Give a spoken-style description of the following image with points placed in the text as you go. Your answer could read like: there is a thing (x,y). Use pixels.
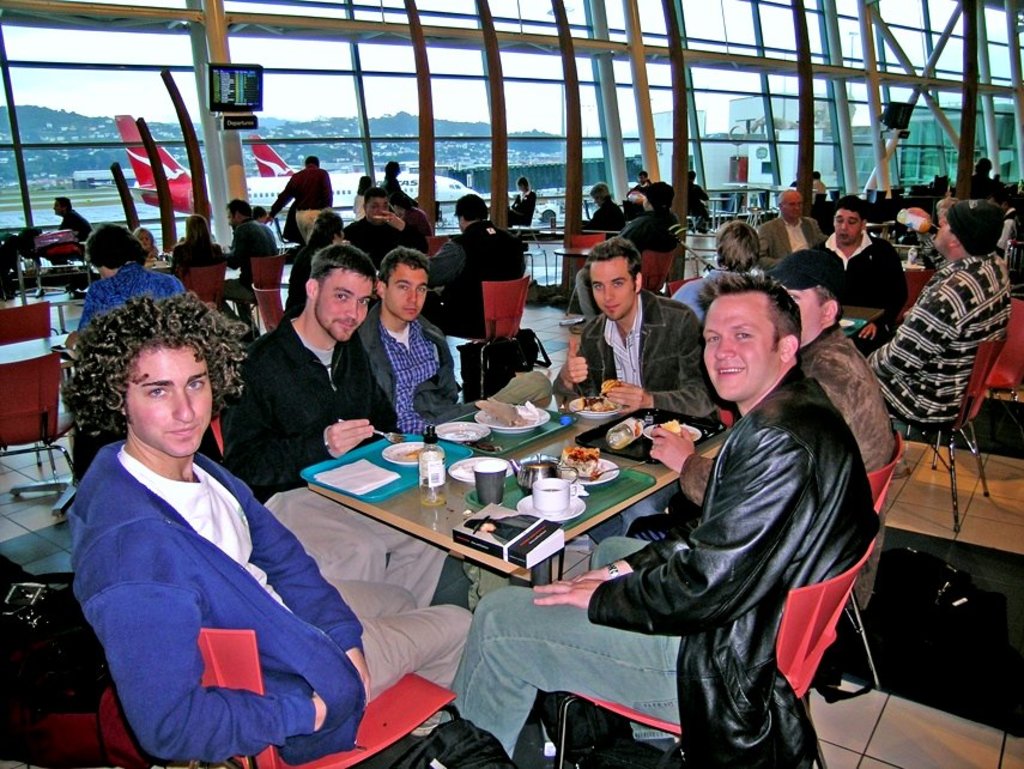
This image is taken in an airport (549,302). In the center (440,356) there is a table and some people (670,566) are sitting around the table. The chairs (829,636) are in red in color. The person (280,647) towards the left (265,541) he is wearing a blue sweater (124,514), white t shirt (229,505) and he is having curly hair (99,340). The person (735,524) towards the right (746,528) he is wearing a black jacket (743,548) and jeans (566,643), behind him there is a black bag (998,619). There are some other people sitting around the table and having their food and talking. In the background (548,60) there is a glass (438,79), hill (336,120), aeroplane (171,167) and a television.
